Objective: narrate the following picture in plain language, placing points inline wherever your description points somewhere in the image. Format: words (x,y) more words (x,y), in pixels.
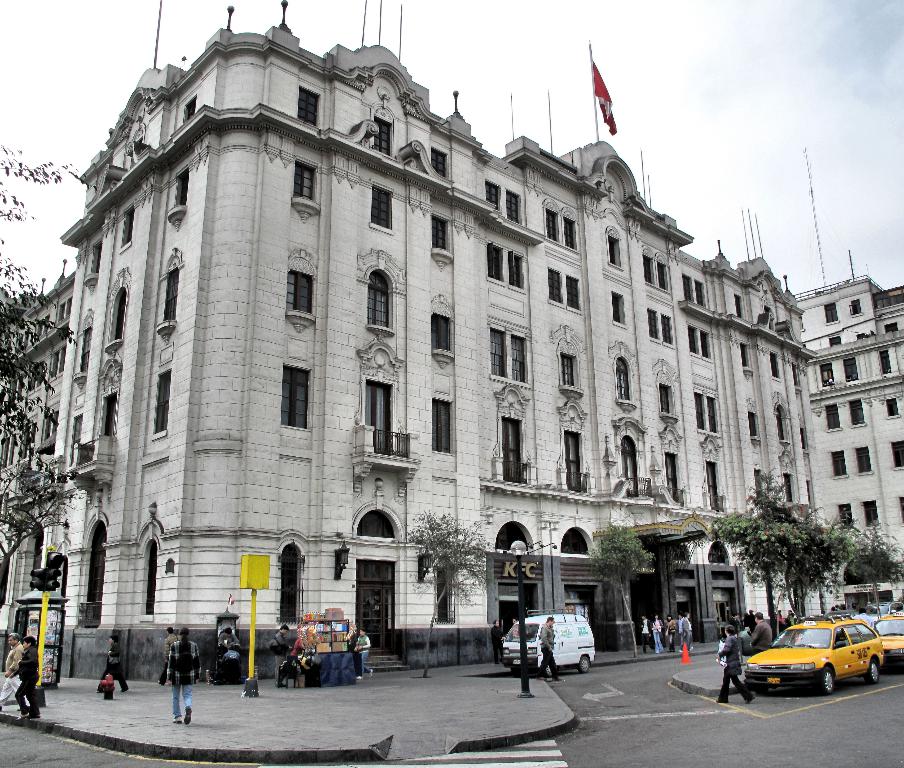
Here we can see cars (811,676), poles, trees (630,548), traffic signal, board (508,562), and few persons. There is a traffic cone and a flag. In the background (115,347) we can see buildings (644,288) and sky (734,116).
